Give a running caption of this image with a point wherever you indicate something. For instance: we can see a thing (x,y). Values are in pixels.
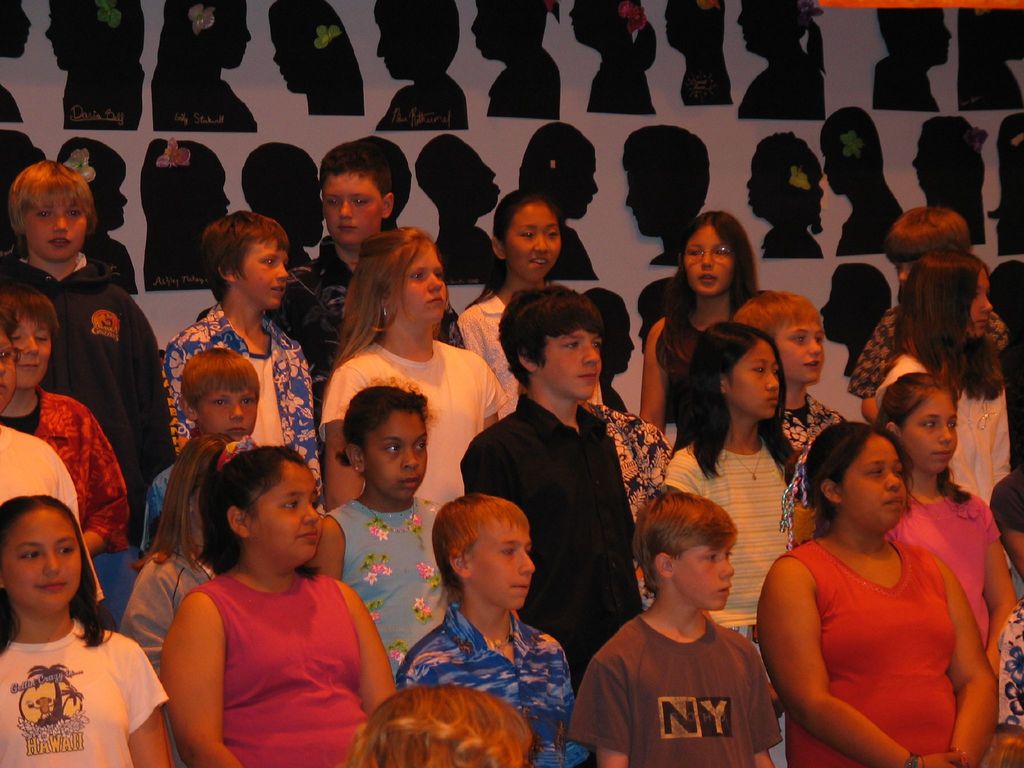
In this image, we can see a group of people (822,352). In the background (577,155), we can see some pictures (605,78) which are attached to a wall (613,148).
